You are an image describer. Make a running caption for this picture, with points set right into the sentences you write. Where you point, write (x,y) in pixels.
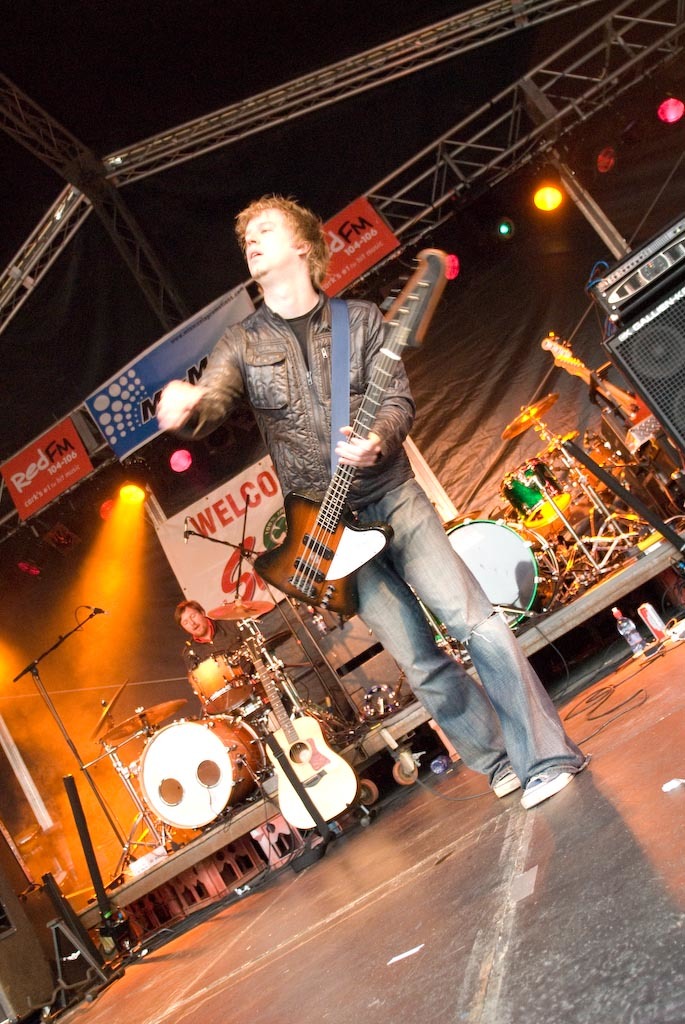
image of person (526,754) standing and playing the guitar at the back ground (274,525) there is another person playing the drums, hoarding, focus lights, speaker (625,369).
